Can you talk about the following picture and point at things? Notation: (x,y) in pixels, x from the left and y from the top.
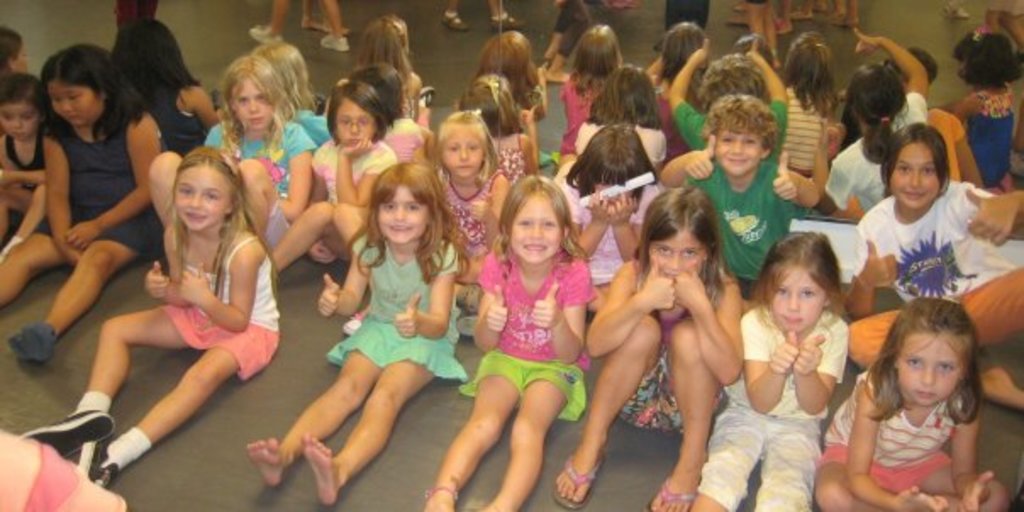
In this image we can see some persons (382,253). In the background of the image (1017,9) there are some persons (257,30) and other objects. At the bottom of the image (208,485) there is the floor (191,466).
